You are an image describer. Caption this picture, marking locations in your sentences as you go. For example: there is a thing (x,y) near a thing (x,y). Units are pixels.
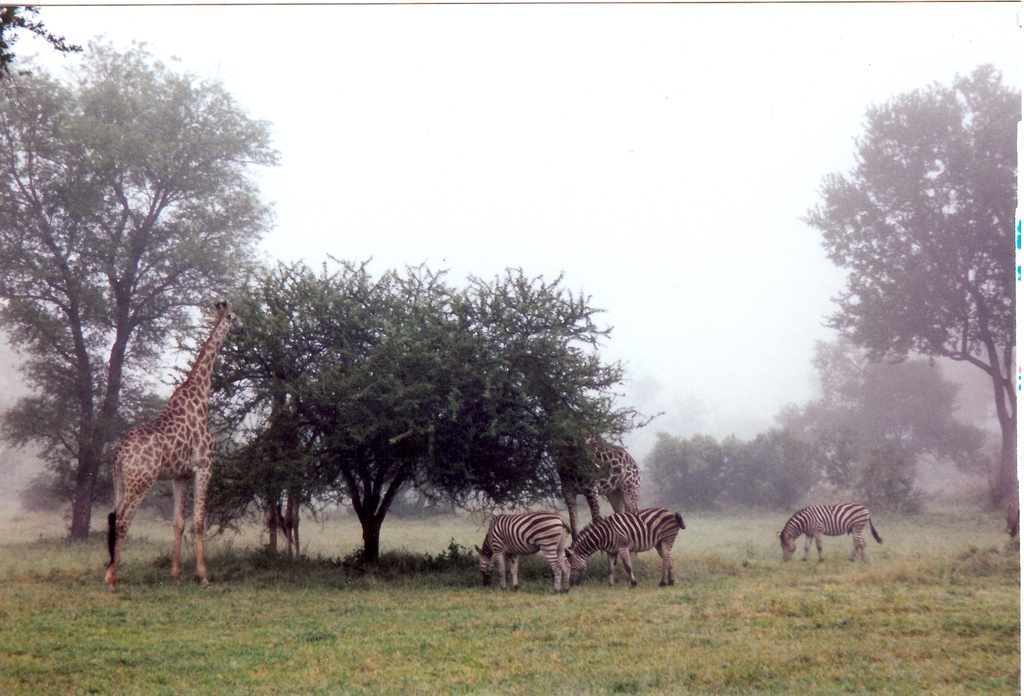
In this image there are zebras (619,542) and giraffes (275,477) standing on the ground (455,603). There is grass (350,651) on the ground (441,642). Behind them there are trees (367,348). At the top (568,118) there is the sky (622,139). There is the fog (644,158) in the image.
